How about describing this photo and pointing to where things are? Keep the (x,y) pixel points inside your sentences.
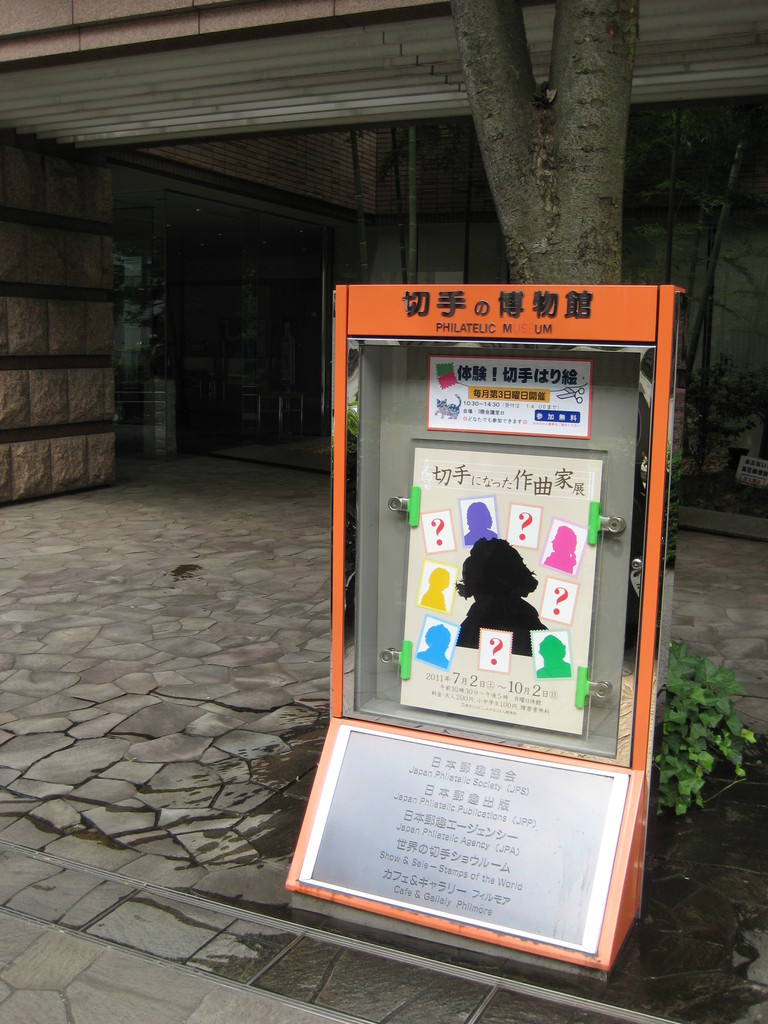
In this picture I can see a board (477,475) with paper clips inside a box (463,306), there is a plant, there are tree trunks (572,7), and there is a building (38,18).
